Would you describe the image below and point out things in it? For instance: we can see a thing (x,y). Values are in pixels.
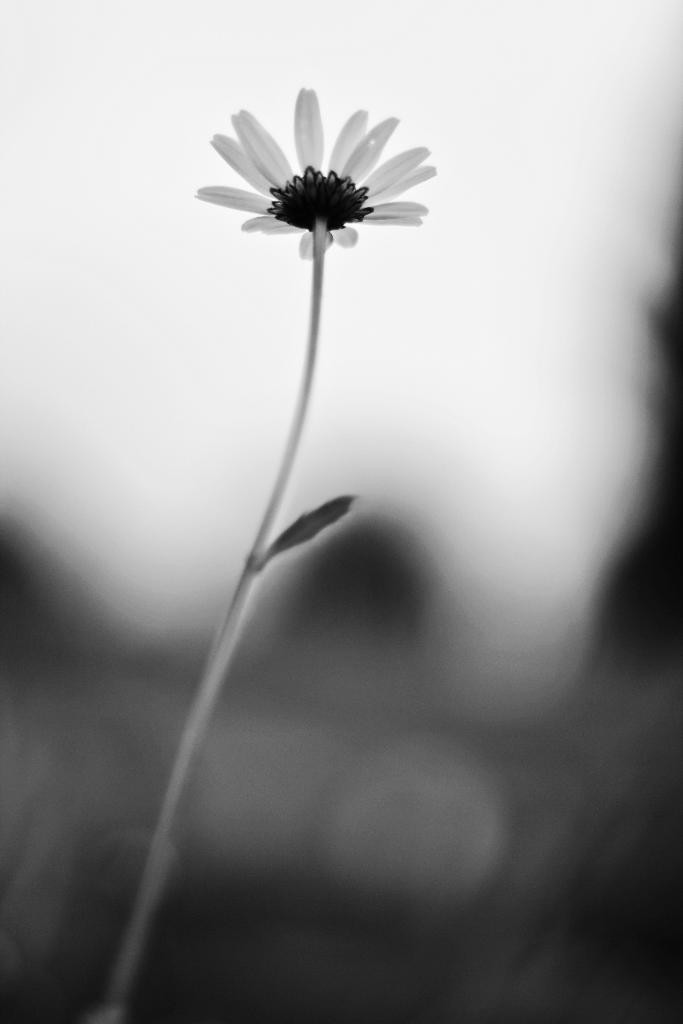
In this image we can see a flower (318,204) with stem (191,732), and a leaf (306,534), and picture is taken in black and white mode.
